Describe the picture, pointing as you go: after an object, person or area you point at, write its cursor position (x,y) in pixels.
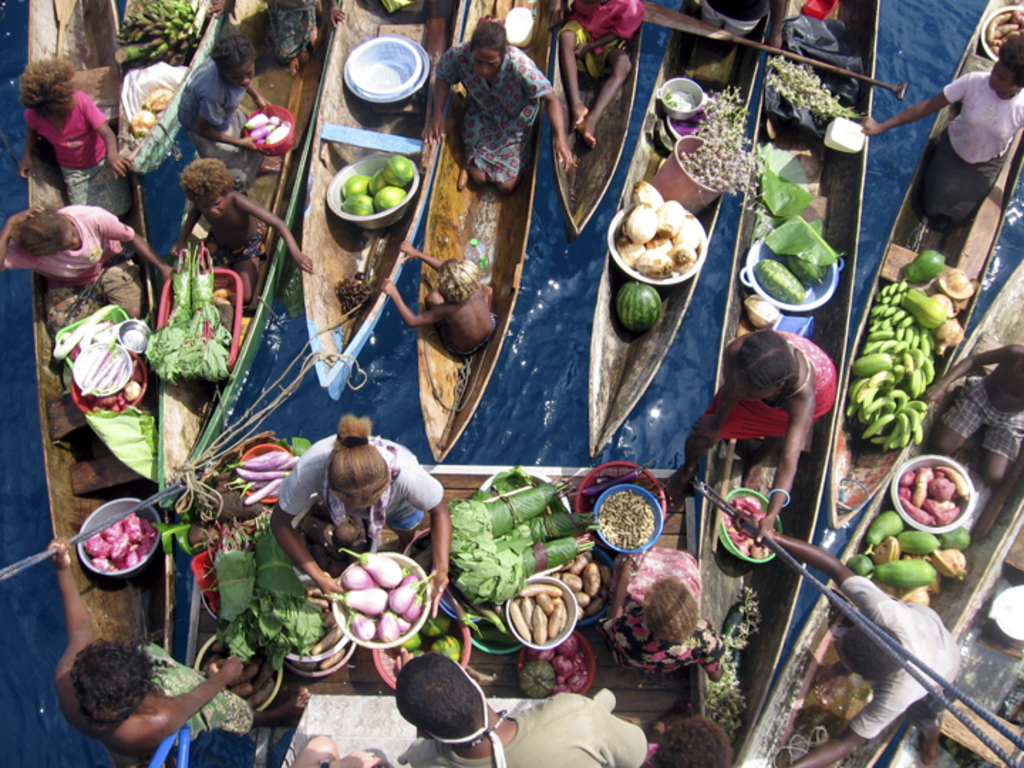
This image consists of so many boats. In that there are so many persons (21,229) and vegetables (359,569). Vegetables (325,618) such as brinjal (376,612), potato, leafy vegetables (250,574). There is water (355,394) in this image.
